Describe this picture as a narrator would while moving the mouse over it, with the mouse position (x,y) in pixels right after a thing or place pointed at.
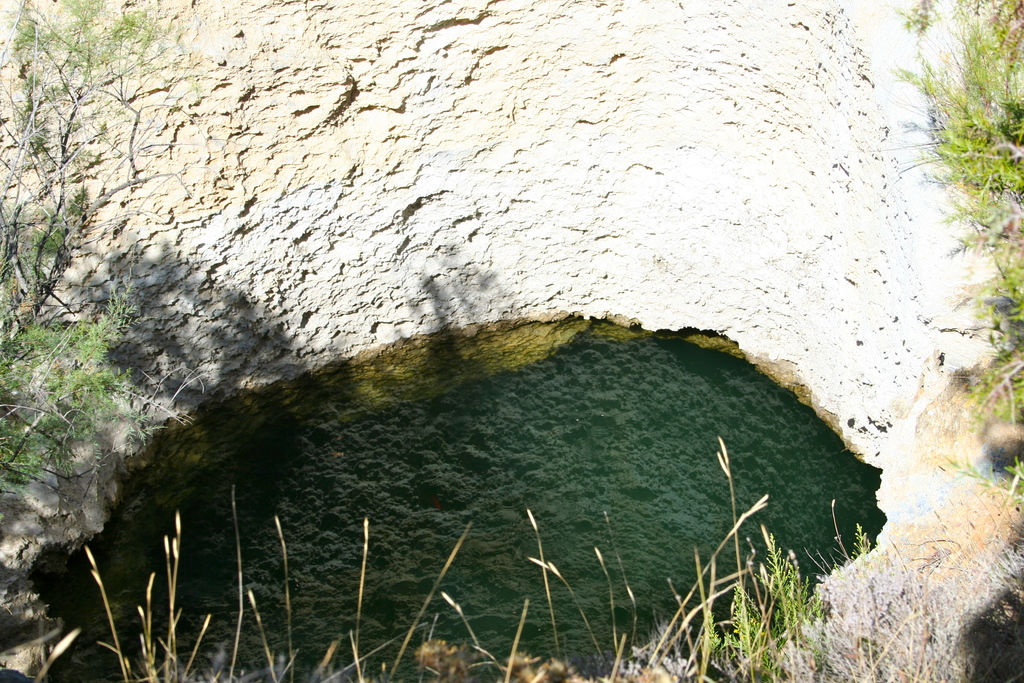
In the given picture, We can see few trees (29,417) towards left (23,430) and towards right (985,43) and at the bottom (386,670), We can see a dried grass (906,617) and a big stone (158,265).
